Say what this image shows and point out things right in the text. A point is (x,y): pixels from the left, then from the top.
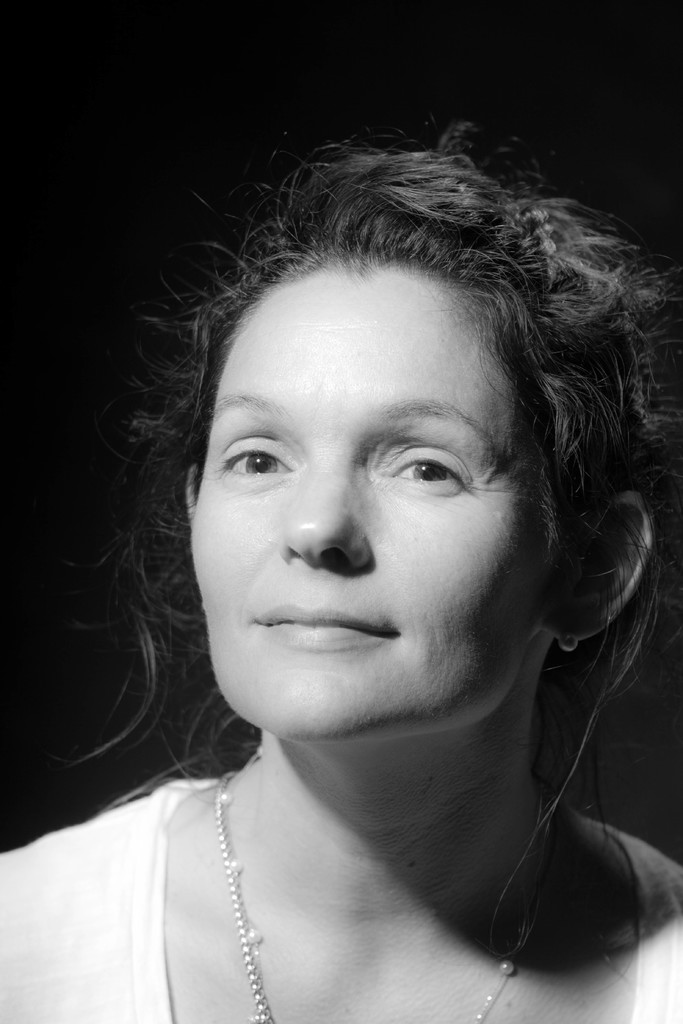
In this picture, we can see a person (259,526) and the dark background (55,455).
